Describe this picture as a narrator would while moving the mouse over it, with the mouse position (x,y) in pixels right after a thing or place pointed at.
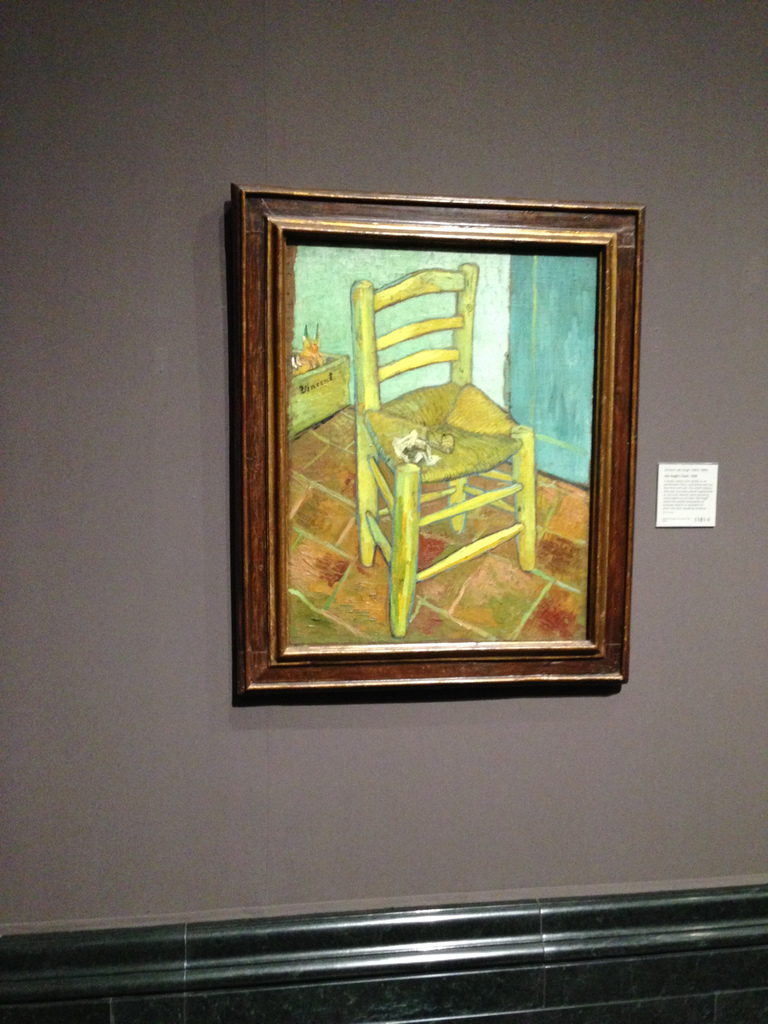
To the wall (27,655) there is photo frame (303,673) and the frame (325,657) contains chair (454,469).
